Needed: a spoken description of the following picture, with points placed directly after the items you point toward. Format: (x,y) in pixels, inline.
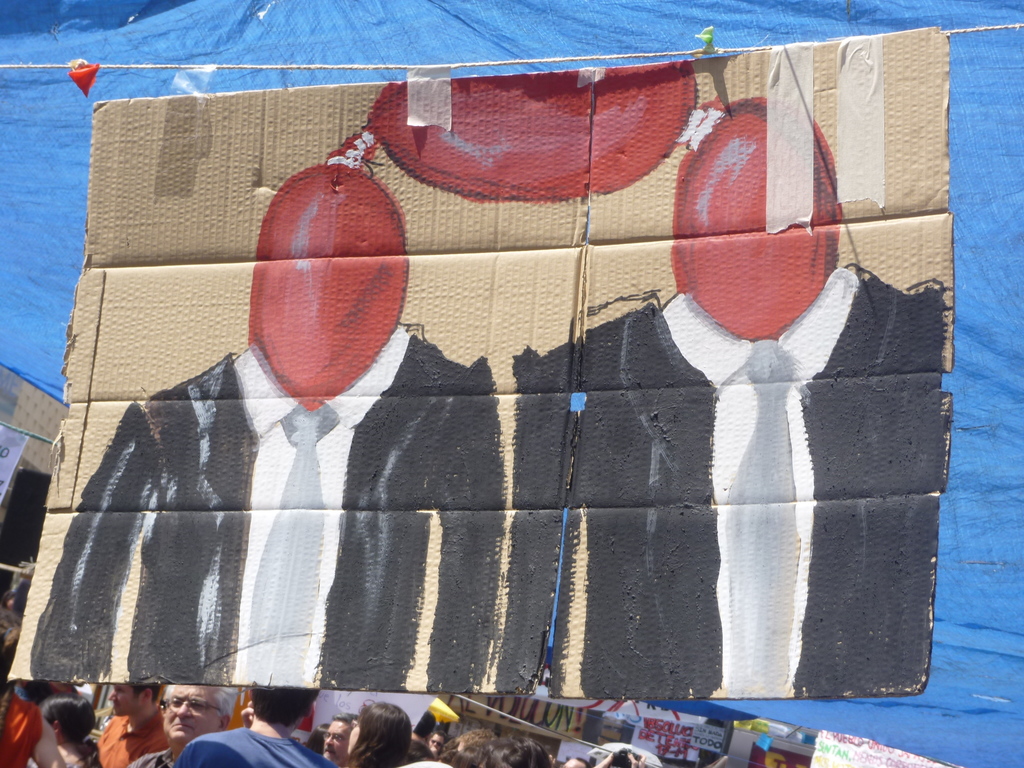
In this image we can see the painting (422,461) on a cardboard sheet (418,580). We can also see a rope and a tarpaulin (54,216). On the bottom of the image (2,747) we can see a group of people (42,706) and the banners (691,739) with some text (686,740) on them.
